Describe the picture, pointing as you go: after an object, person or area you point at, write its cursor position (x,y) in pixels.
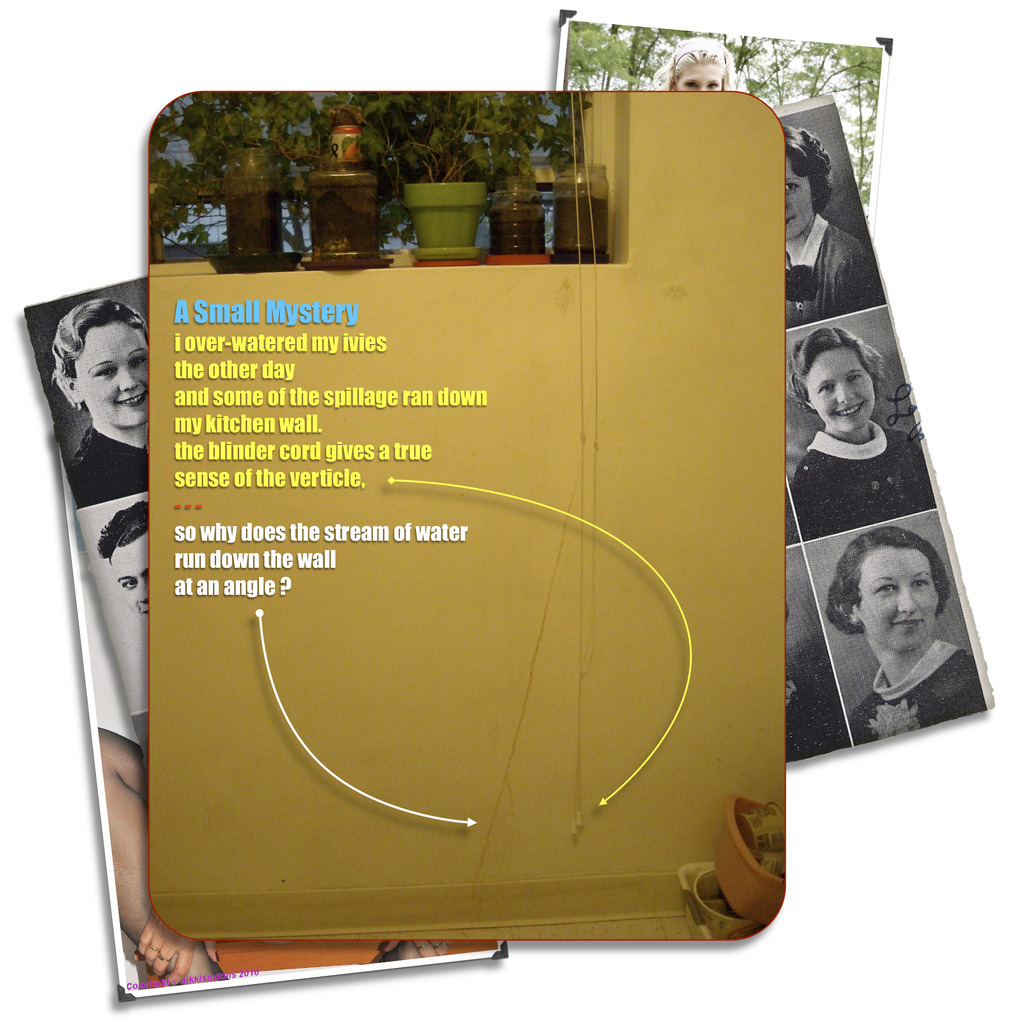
This image consists of posters (723,446). On which there are images of the person (91,431) along with the text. And we can see the potted plants (277,243).
